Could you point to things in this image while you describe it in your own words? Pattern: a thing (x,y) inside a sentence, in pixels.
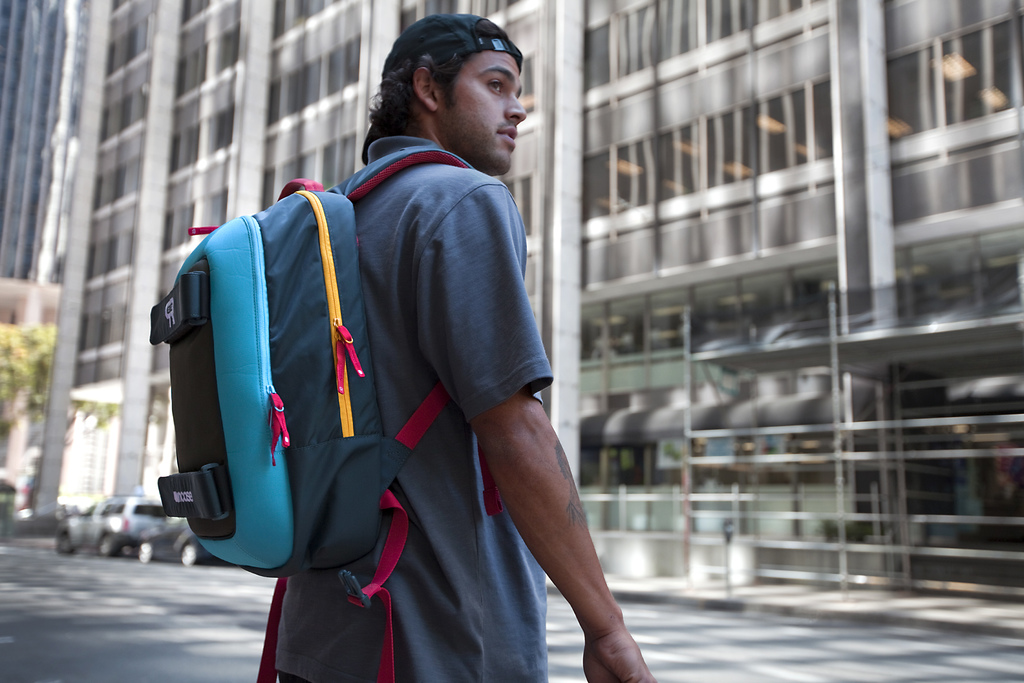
This is the picture outside in the city. He is walking. He's wearing a bag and he's wearing a cap (454,50). We can see in the background (543,209) there is a beautiful building (301,135), cars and trees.
